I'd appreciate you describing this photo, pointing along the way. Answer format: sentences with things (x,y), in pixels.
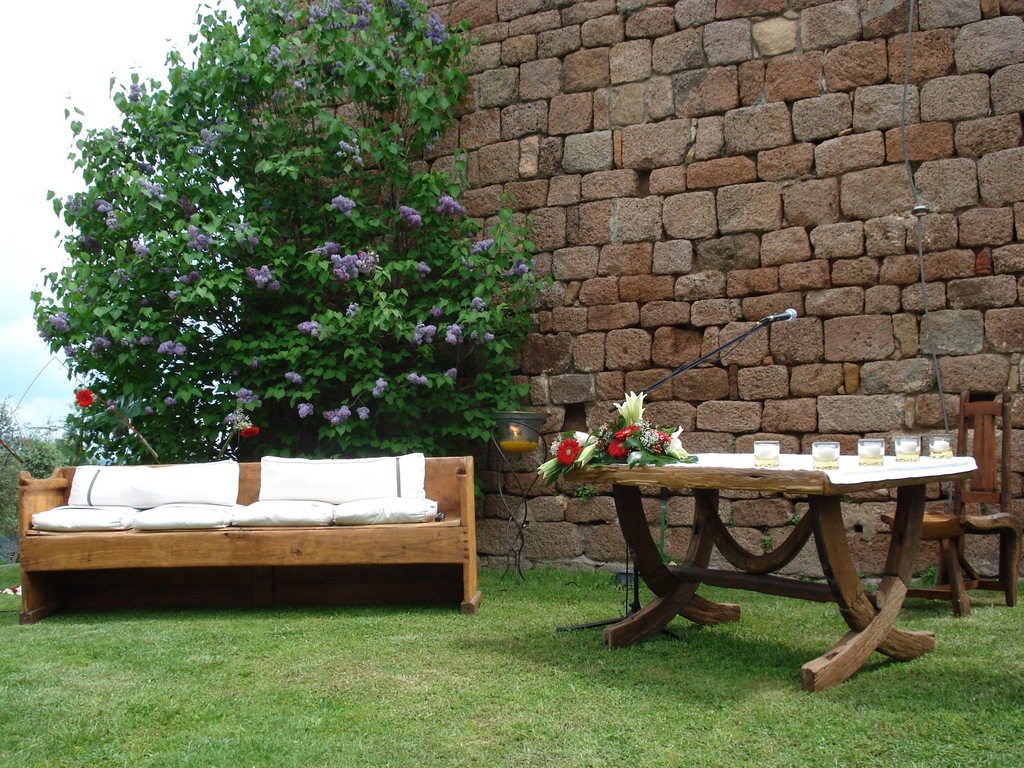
This picture is taken in the garden (761,711). There is a wooden couch (396,553) and cushions (370,516) are placed on it. Just beside the couch (463,469) there is a candle holder (501,453) and a candle (515,451) is placed on it. In the right corner of the image (702,460) there is a table (749,467) and chair (980,456). On table (949,465) there is a bouquet (638,463) and candles (772,453). There is also a microphone (771,320) and its stand (677,373). there is wall (648,253) of red bricks (654,186) behind the table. In the background (307,118) there is sky (43,53) and plant (368,281) with many flowers (338,280). At the below of the image there is grass (515,641).
